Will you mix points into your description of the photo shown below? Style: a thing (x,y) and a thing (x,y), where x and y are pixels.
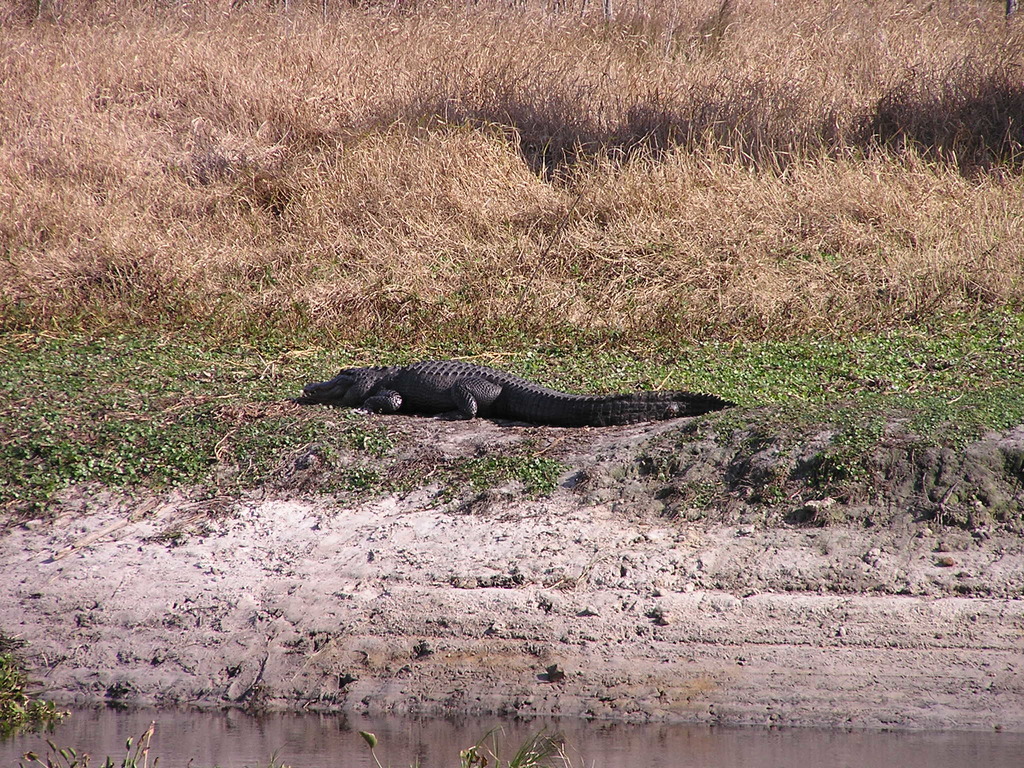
In this image, at the middle (393,407) there is a crocodile (419,411) on the ground (460,435), there is water (594,743), there is some mud (615,444) and there is grass (460,187) on the ground (941,667).
